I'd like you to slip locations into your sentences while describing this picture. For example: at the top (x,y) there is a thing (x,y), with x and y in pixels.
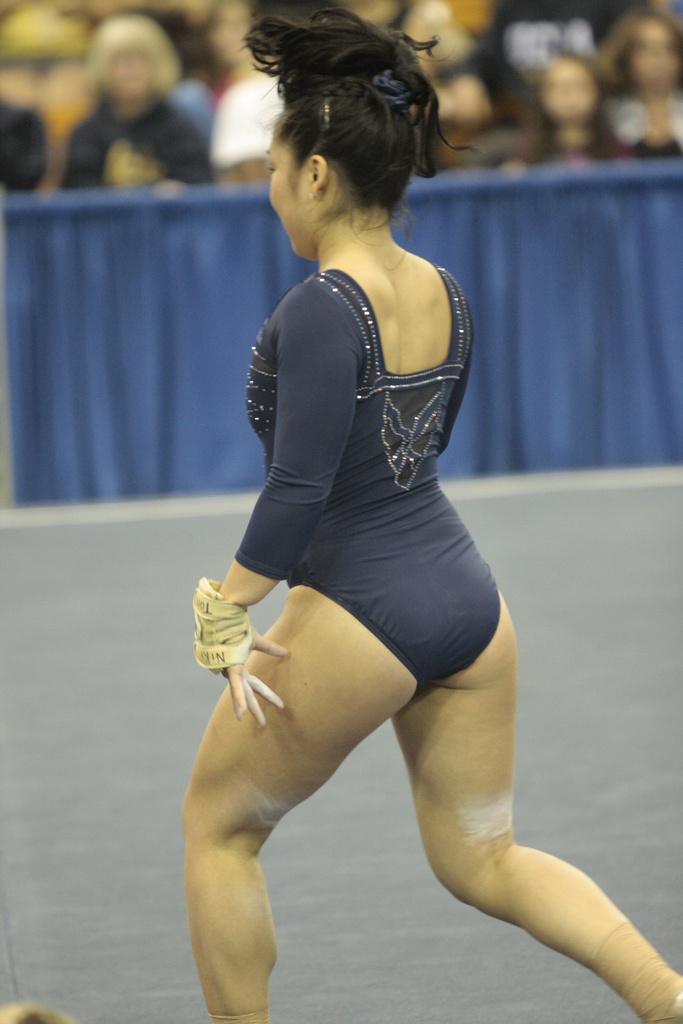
In the foreground (241,1015) I can see a woman (257,929) is walking on the ground (553,750). In the background (185,310) I can see fence (206,294) and a group of people (14,2). This image is taken, may be during a day.
